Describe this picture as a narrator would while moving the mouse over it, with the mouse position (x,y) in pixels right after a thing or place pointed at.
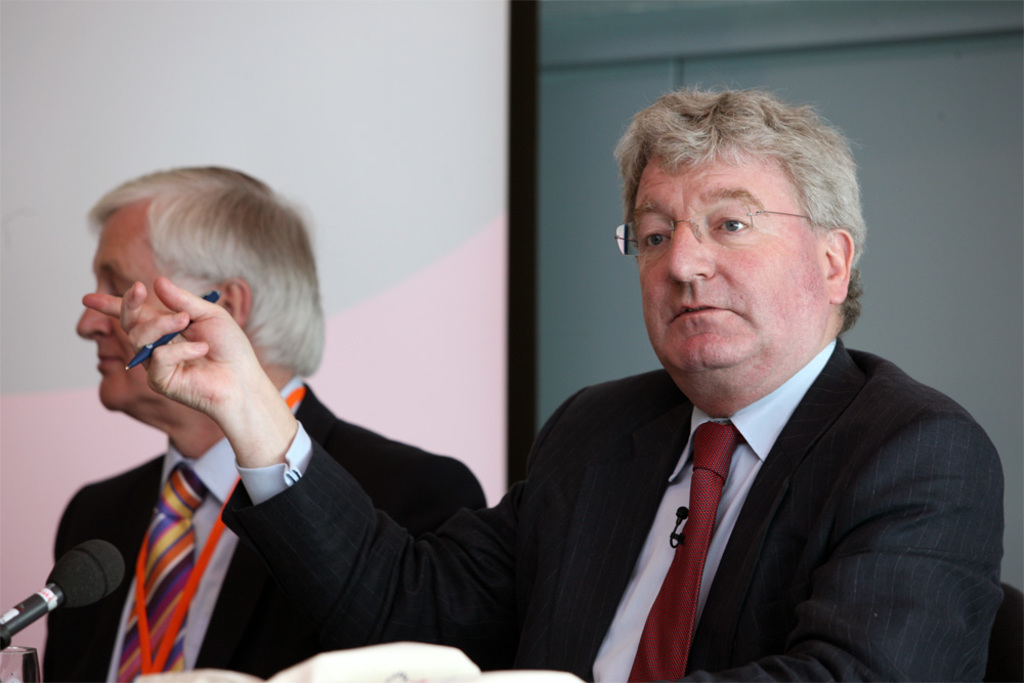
In this image, we can see people (636,493) sitting and are wearing coats (319,523) and ties (182,541) and one of them is wearing an id card (200,574) and the other is wearing glasses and holding a pen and there is a mic (90,594). At the bottom (23,658), we can see a glass (13,671), a mic (79,603) and some other objects (434,662). In the background (355,54), there is a screen (330,97) and a wall (562,61).
